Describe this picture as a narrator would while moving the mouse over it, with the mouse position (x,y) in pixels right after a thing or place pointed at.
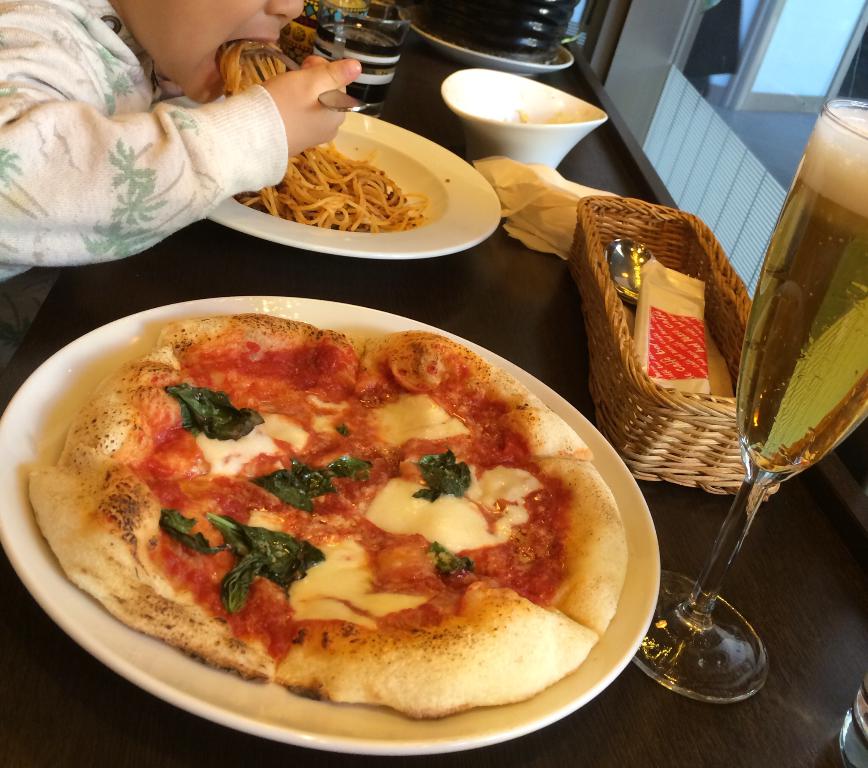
This image is taken indoors. At the bottom of the image (716,672) there is a table (85,732) with a glass of wine (783,474), a basket (699,404) with tissues (662,337) and spoons (636,256), a tissue paper (552,226), a bowl (519,85), a glass (369,28), a plate (447,368) with a pizza (278,466) and a plate (450,236) with noodles (307,188) on it. At the top left of the image (132,120) a person (157,160) is having noodles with a fork (345,104).
